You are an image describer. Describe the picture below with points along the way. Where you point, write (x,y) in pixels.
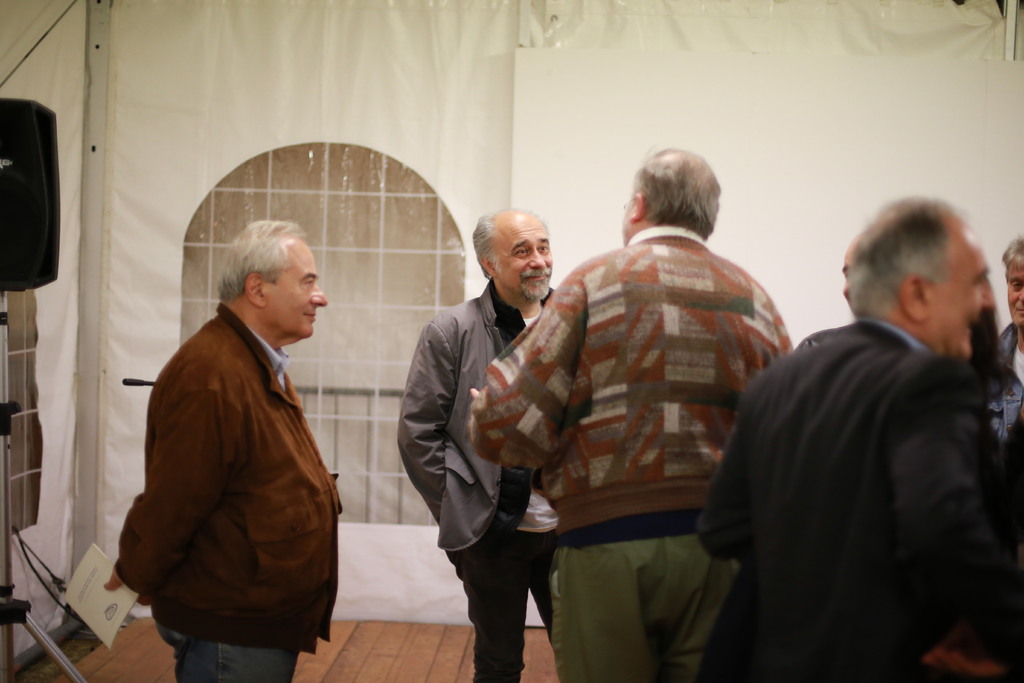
In this image, we can see persons (483,456) wearing clothes (820,472). There is a window (385,291) in the middle of the image (376,270). There is a person (167,592) at the bottom of the image (196,617) holding a book (112,605) with his hand (119,580).
